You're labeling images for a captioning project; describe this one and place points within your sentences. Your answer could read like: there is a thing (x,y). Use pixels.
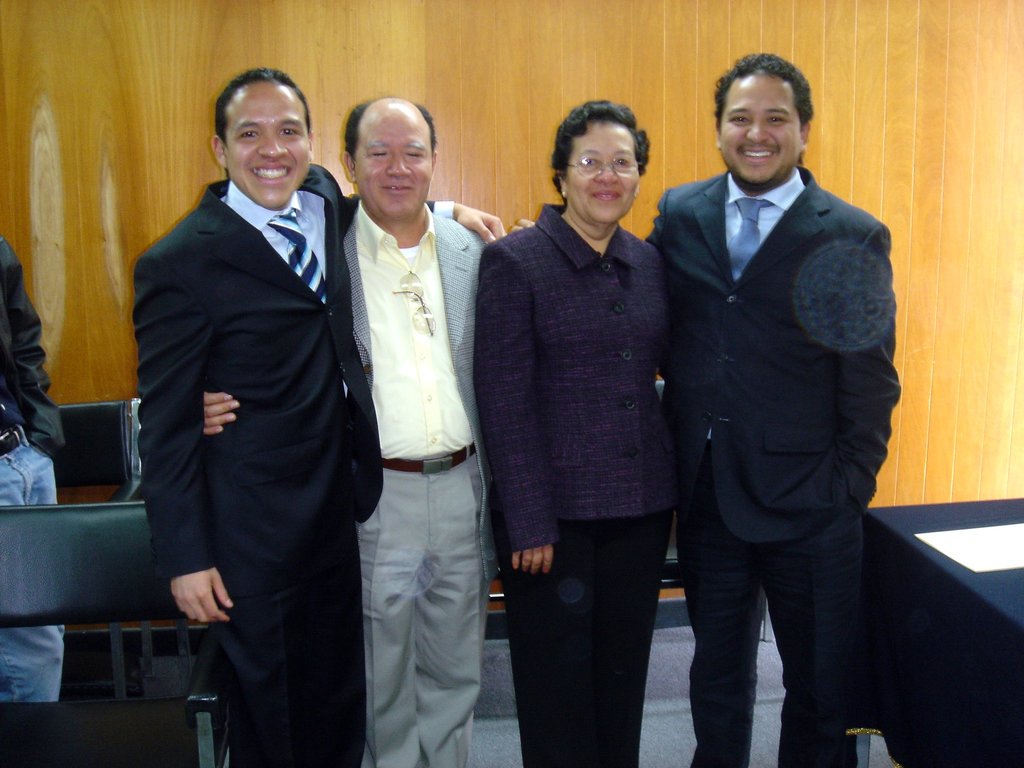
In the foreground of this picture (732,664), there are three men (781,185) and a woman (563,373) standing and smiling. In the background (903,668), there is a table (967,580), benches (93,514) and a man (29,428) standing and a wooden wall (120,37).
